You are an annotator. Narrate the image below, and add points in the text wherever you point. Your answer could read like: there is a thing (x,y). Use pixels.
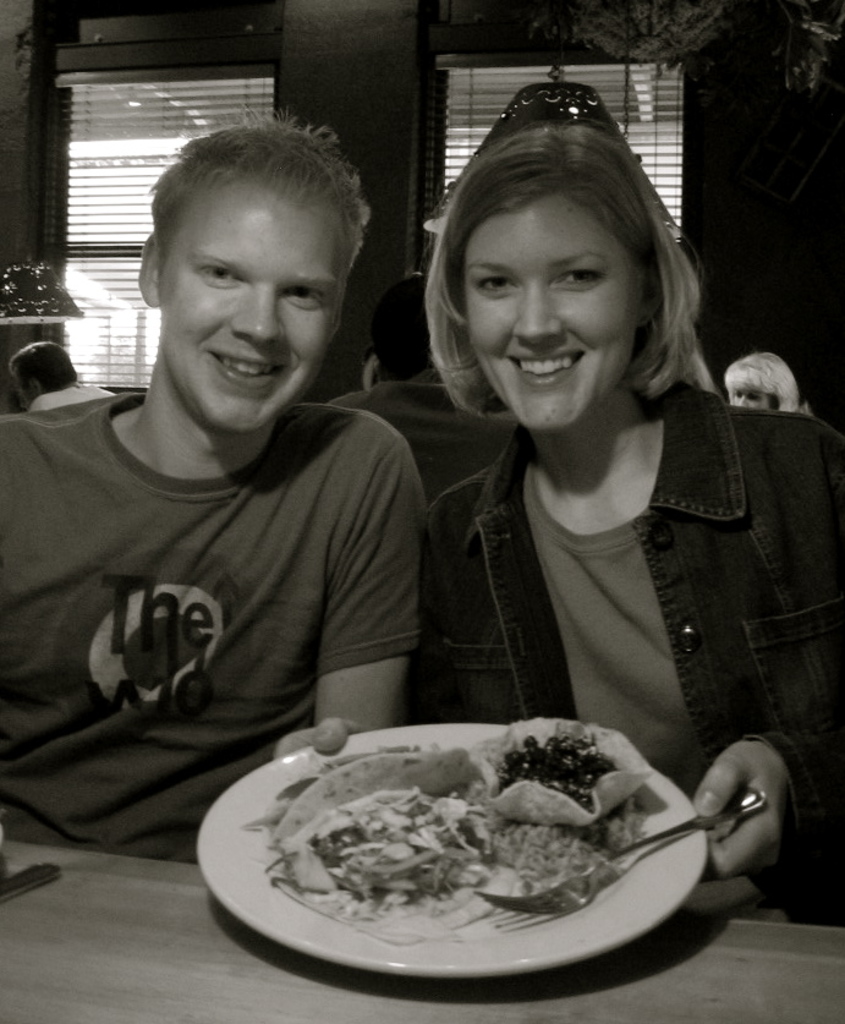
It is a restaurant (382,454), there is a plate (659,909) with some food (503,760) a woman (414,718) is holding the plate (652,857) she is wearing a jacket (744,478), she is smiling to the left side of the woman (435,351) there is a man (198,676) he is also smiling, behind them there are few other people (411,383), in the background (299,98) there is a window (473,110) and a wall (18,169).
